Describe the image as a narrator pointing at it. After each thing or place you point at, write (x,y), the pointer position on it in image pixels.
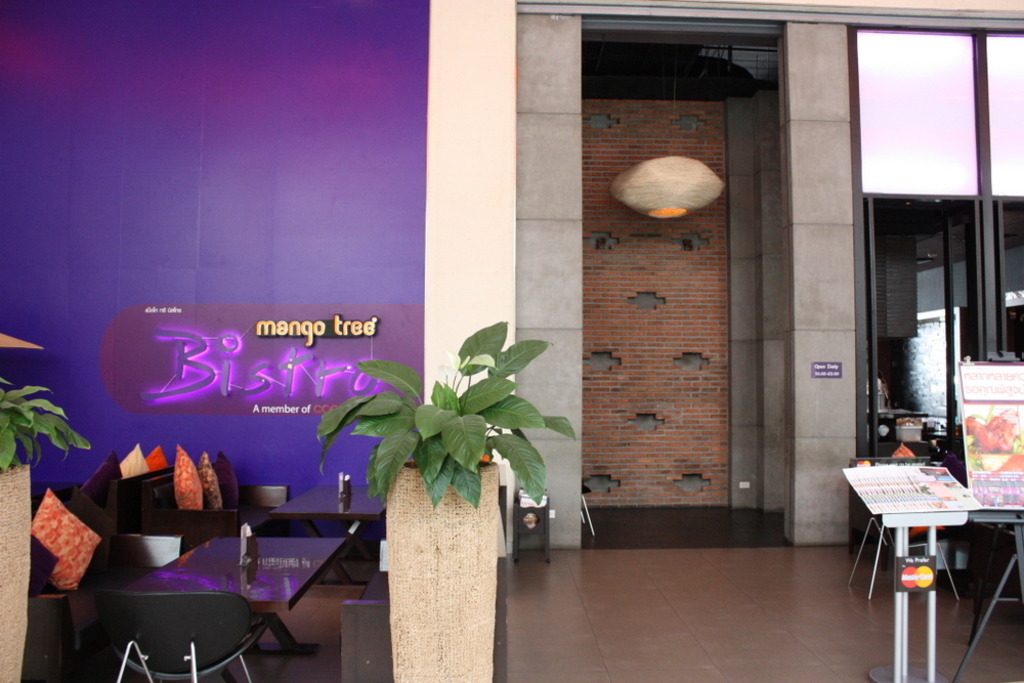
In this image in the center (442,411) there is one flower pot (425,615) and plant (452,444) is there and on the left side (7,495) there is another flower pot (8,513) and plant (28,425) is there. On the background (177,491) there are some tables (278,539) and chairs (130,551) and pillows (50,524) are there and on the right side (946,507) there is one board (984,462) and one table (913,515) and on the top (523,118) there is a wall (468,57) and on the top of the right corner (929,131) there is a glass window (897,117) and in the middle (653,341) there is a wall (643,241).
